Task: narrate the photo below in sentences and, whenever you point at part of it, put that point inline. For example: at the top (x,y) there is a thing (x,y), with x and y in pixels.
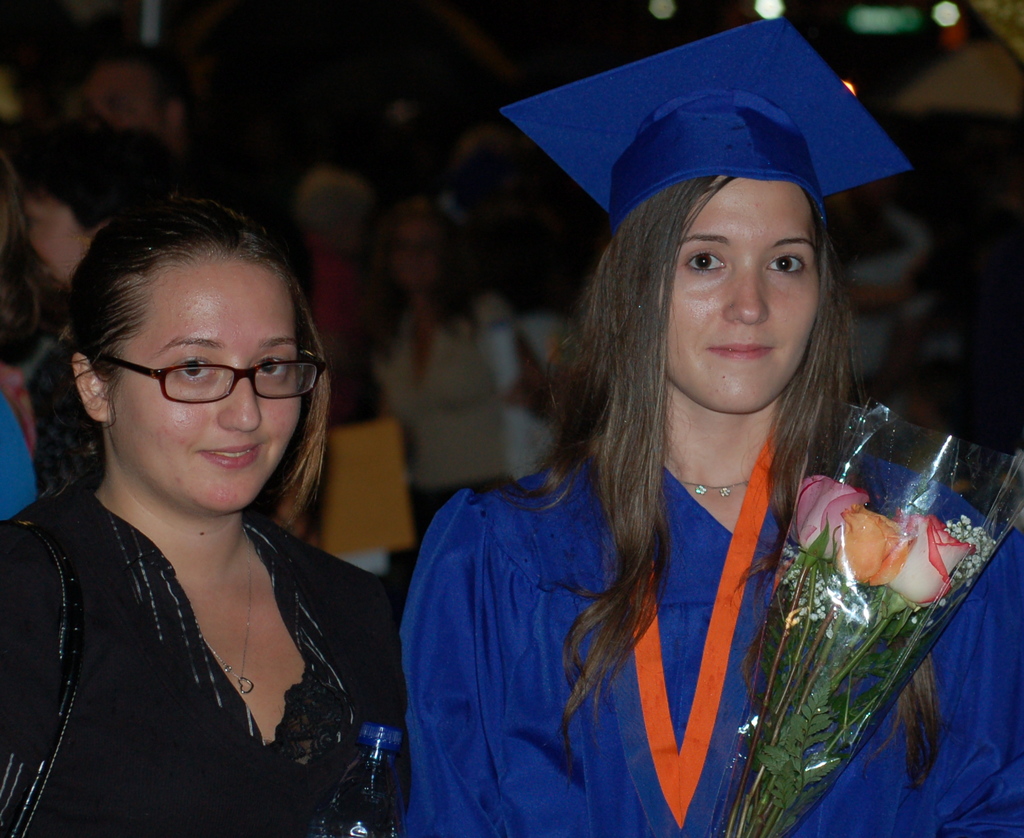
In this image I can see two women (350,662) are smiling and giving pose for the picture. One woman (332,610) is holding a bottle (362,775) and the other woman (633,558) is holding a flower bouquet (808,614). In the background (420,212), I can see some more people (419,257) in the dark.
